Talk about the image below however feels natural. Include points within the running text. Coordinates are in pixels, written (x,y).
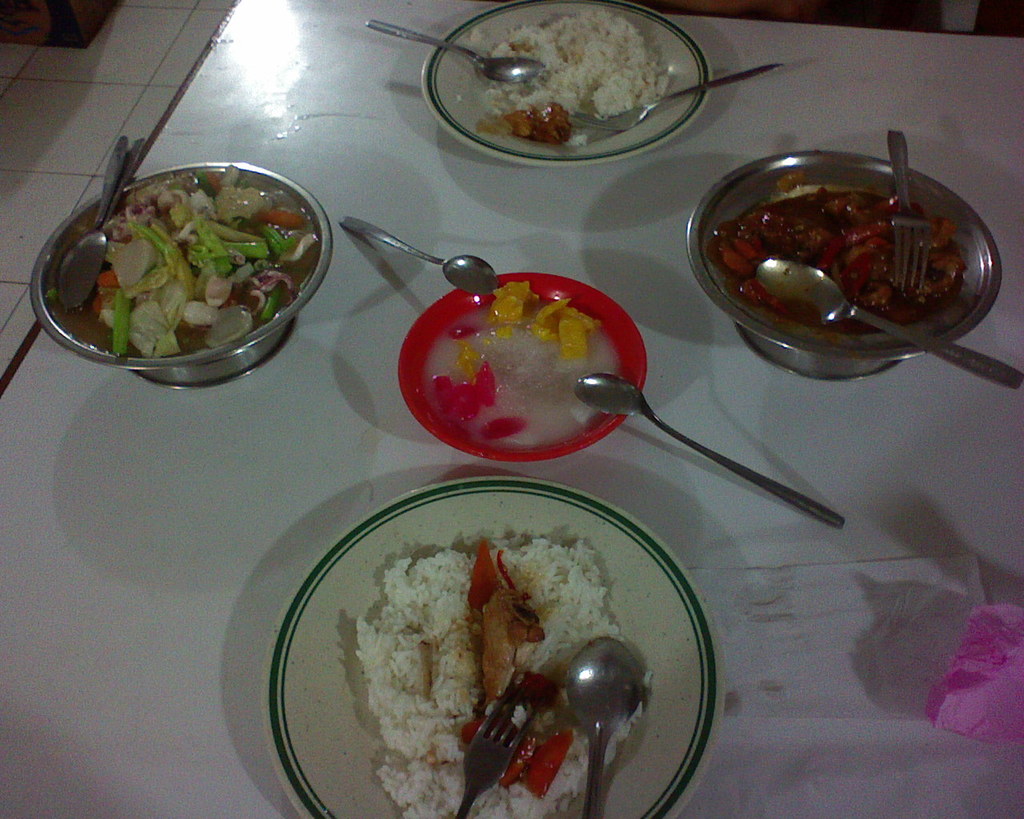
In this picture there is a dining table (450,203) in the center of the image (682,315), there are bowls (203,213) and spoons (97,250) which contains food items (559,776) in it.
